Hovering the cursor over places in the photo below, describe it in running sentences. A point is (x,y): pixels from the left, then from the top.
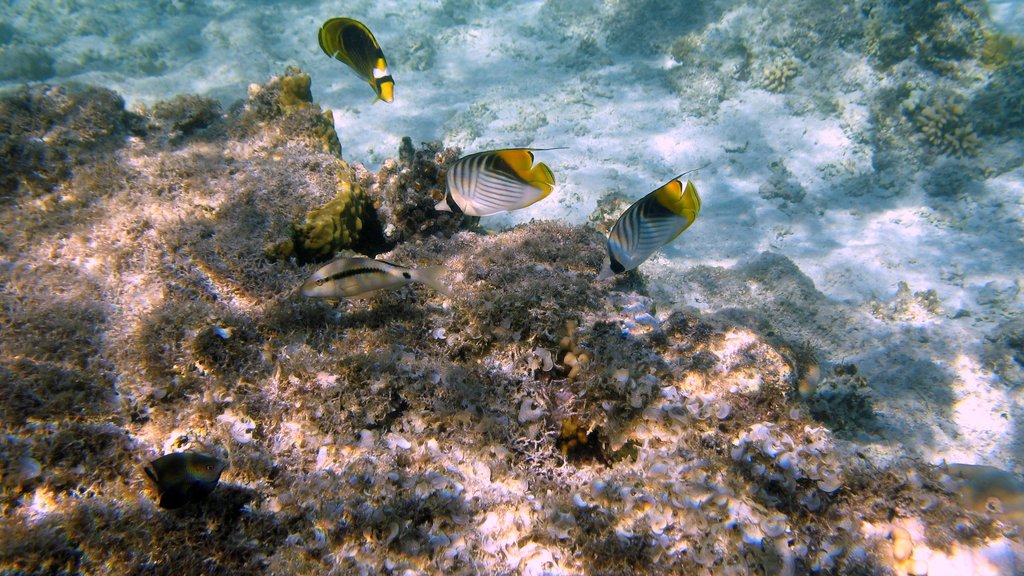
This is an underwater image. In this image I can see few aquatic animals (653,247) and the plants (477,368).
